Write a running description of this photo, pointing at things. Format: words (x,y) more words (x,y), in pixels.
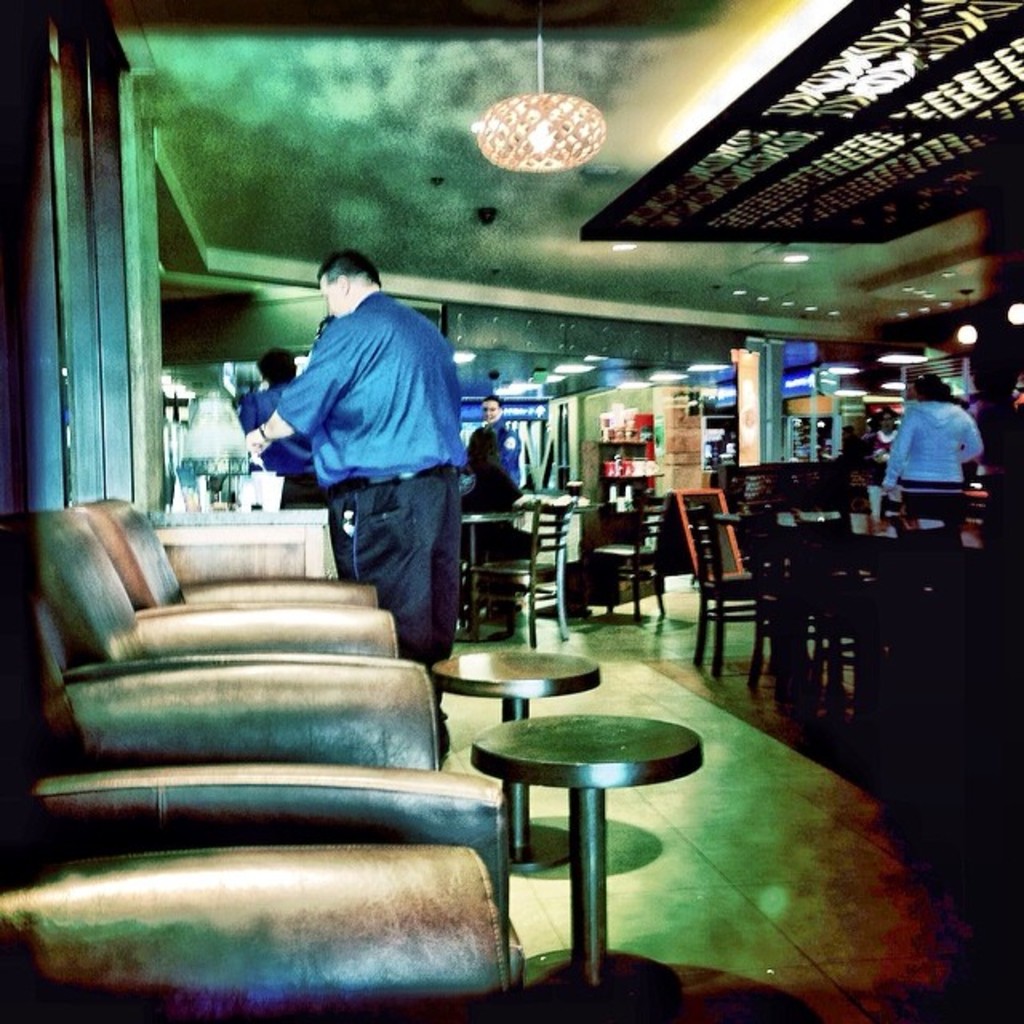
It seems to be the image is inside the restaurant (821,549), on left side of the image (293,629) we can see few couches (252,810). In middle (369,406) there is a man (332,458) wearing a blue shirt (360,395) standing and holding something and we can also see a table (231,523) on left side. On right side (821,515) there are few other tables (873,538) in background (926,465) there are group of people (945,442) standing and some people (498,468) are sitting on chairs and there is a door (810,431) which is closed on top (711,265) there is a roof (610,146).
